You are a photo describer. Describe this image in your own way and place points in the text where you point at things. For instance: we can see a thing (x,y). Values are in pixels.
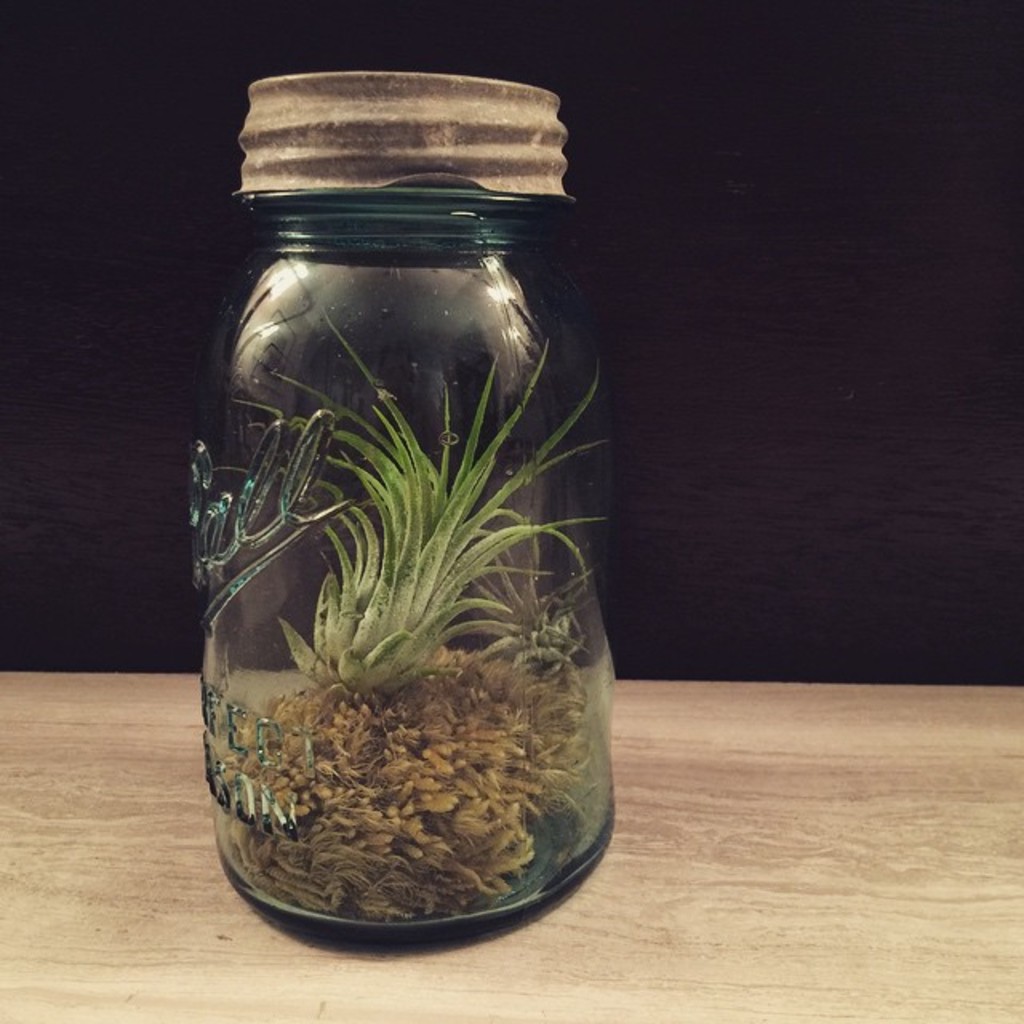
In this image we can see plants (458,693) in a jar (462,370) placed on the wooden surface (60,868).
